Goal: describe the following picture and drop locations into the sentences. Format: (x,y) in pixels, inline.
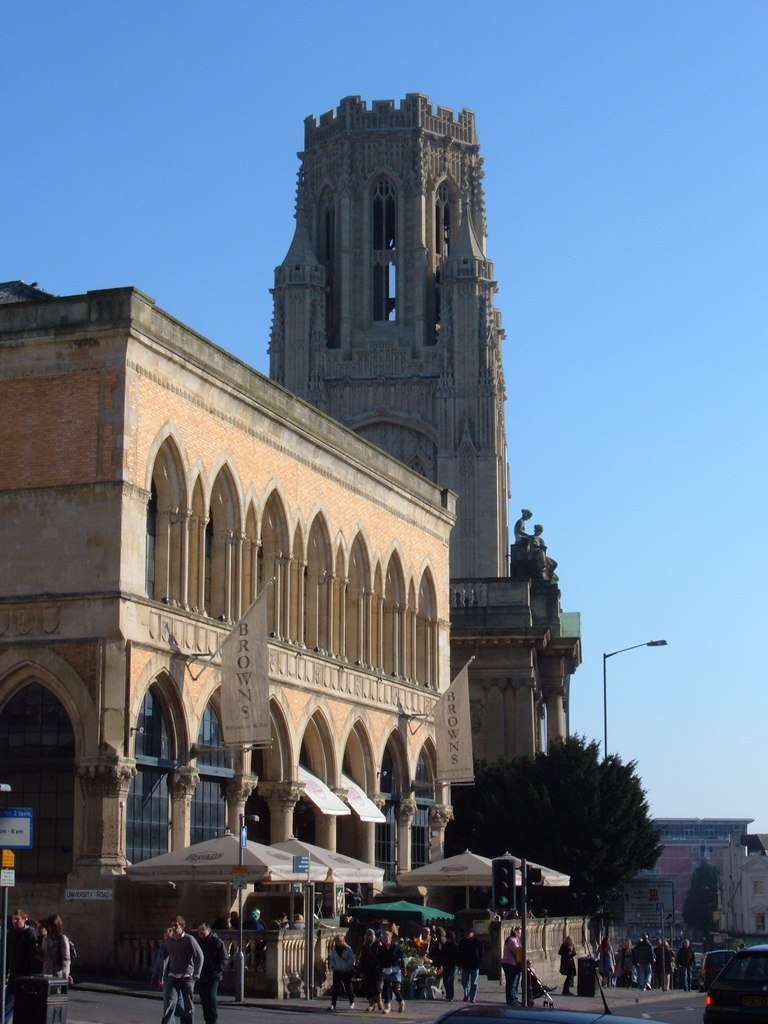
This is an outside view. At the bottom (191,976) there are few people (599,964) walking on the footpath (588,1002). In the bottom right-hand corner (709,1008) there are few vehicles (725,976) on the road (676,1009). In the background (357,639) there are few buildings (389,733), trees (551,777) and also I can see the light poles (604,661). At the top of the image (660,234) I can see the sky (651,147) in blue color.
